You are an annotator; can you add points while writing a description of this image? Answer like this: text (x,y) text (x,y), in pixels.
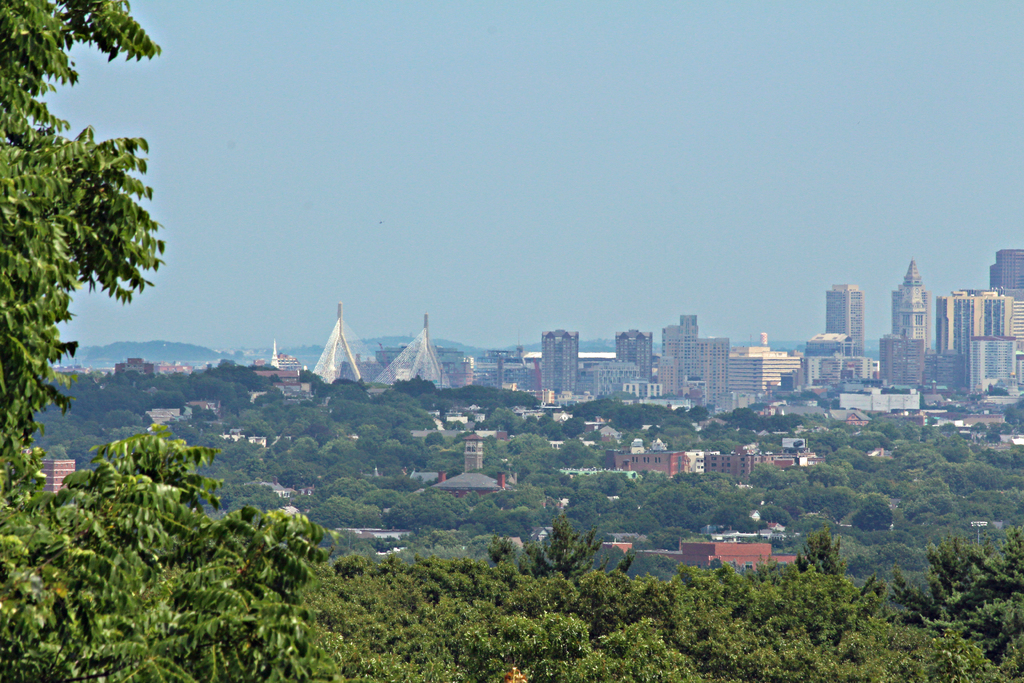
In this picture we can see trees (452,450) and buildings (423,474). In the background of the image (588,226) we can see hills (408,337) and sky (587,264).
